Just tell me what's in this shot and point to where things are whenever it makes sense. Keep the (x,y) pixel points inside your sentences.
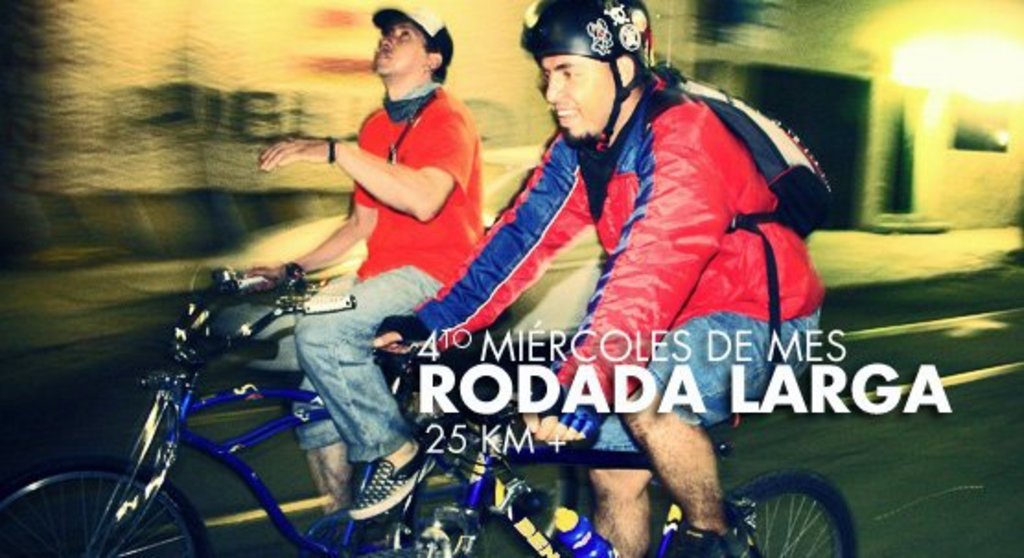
In this image I see 2 men (629,13) who are on the cycle (87,543) and this man (664,252) is wearing helmet (524,34) and a bag (682,99) and this man (395,84) is wearing a cap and they're on the road (1014,443). In the background (859,21) I see the light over here.
